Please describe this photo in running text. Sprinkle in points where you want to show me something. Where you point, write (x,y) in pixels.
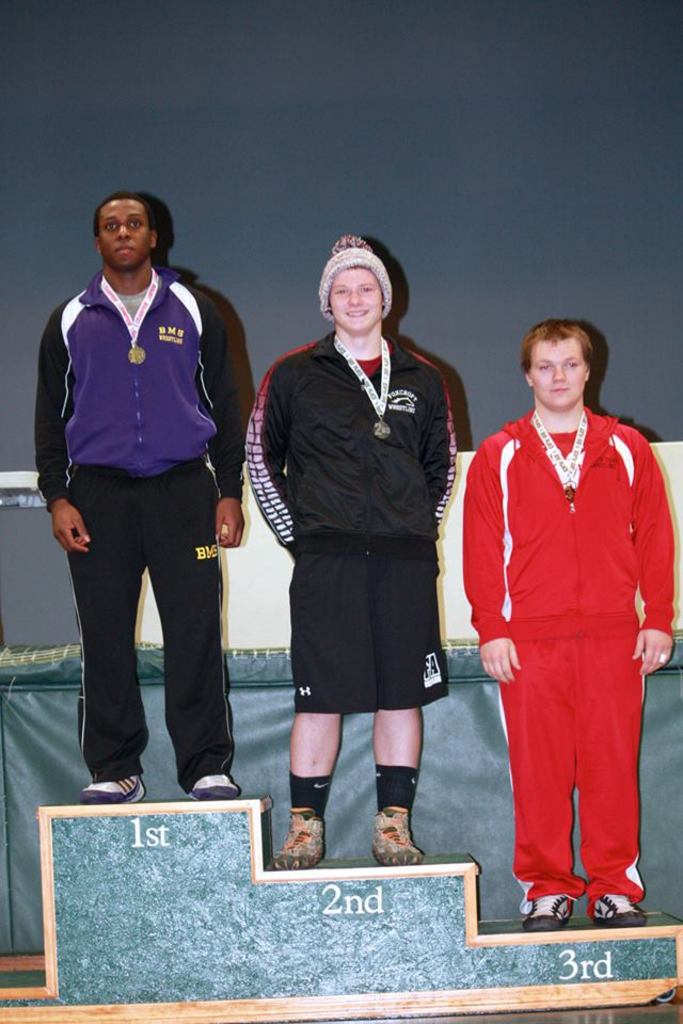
In this image we can see people (359,476) wearing medals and standing on the wooden surface (366,903).
